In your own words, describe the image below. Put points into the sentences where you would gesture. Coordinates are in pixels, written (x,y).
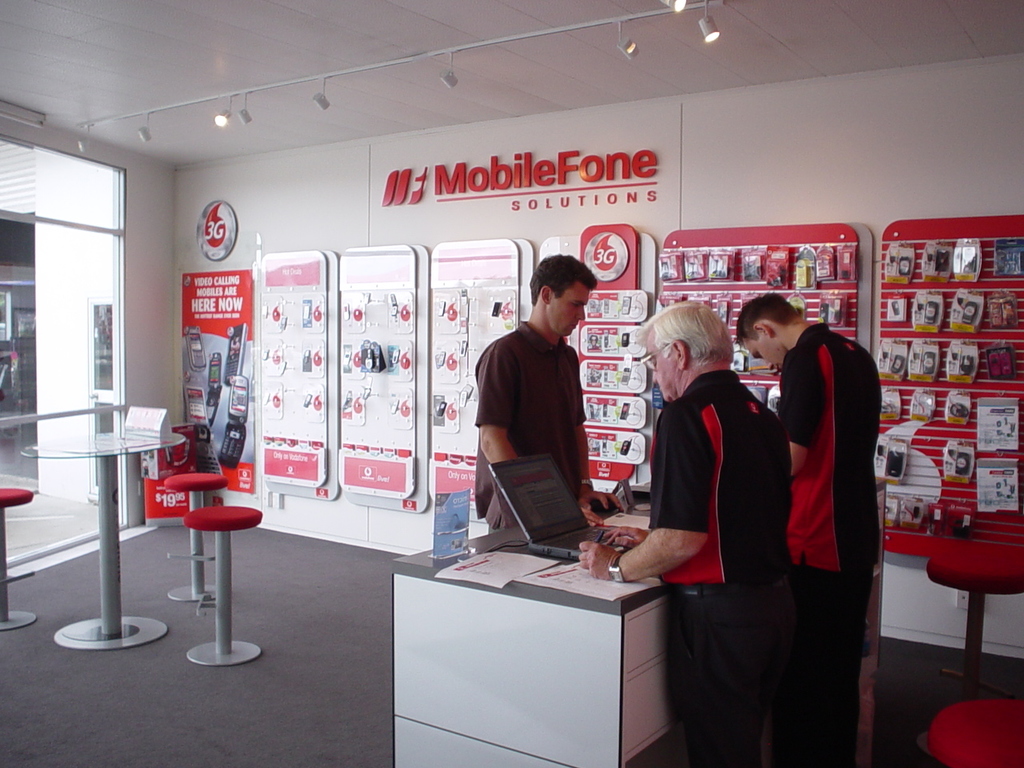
In this picture we can see three persons (559,400) standing and in front of them there is table (494,602) and on table (572,563) we can see paper (565,576), laptop (554,496) and in background (427,484) we can see wall (424,204) with posters (495,244), some items (970,274).
